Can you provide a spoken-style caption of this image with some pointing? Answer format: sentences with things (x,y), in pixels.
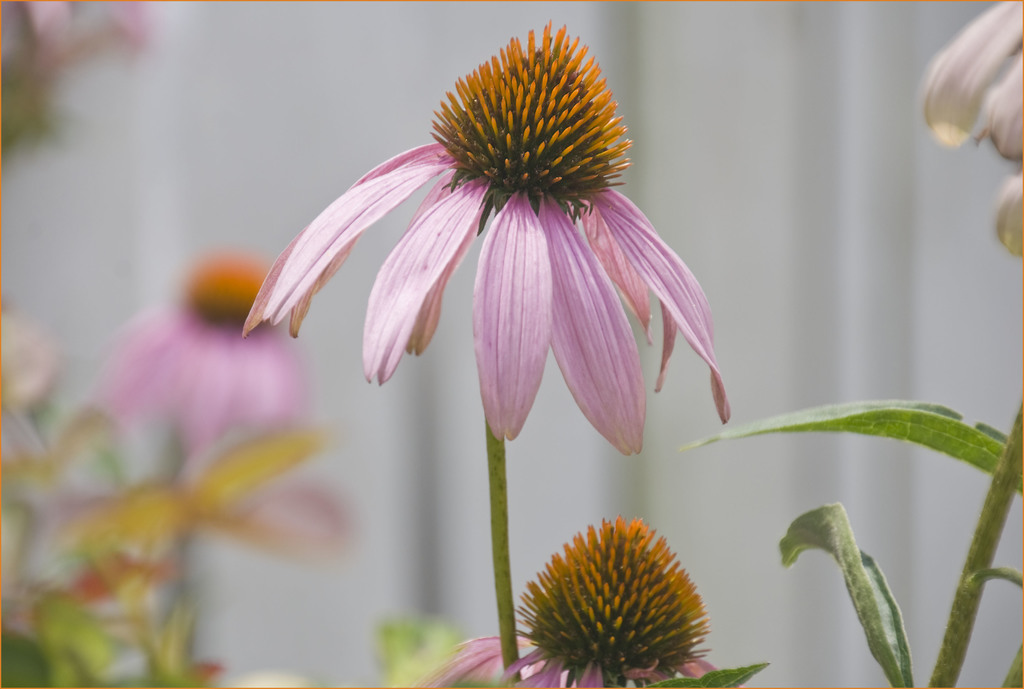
These are the beautiful flowers (480,296) in pink color.
